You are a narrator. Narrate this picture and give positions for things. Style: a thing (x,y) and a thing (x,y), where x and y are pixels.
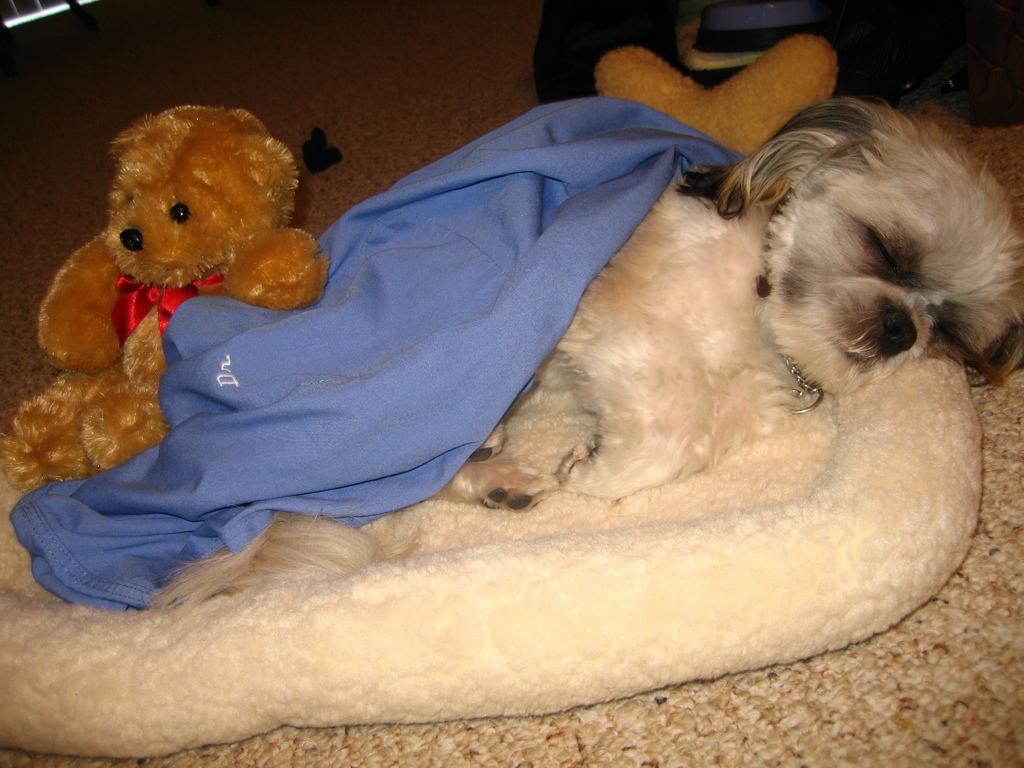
In this image in the center (584,418) there is one dog (652,408) which is sleeping, and on the left side (134,313) there is one toy (110,346). At the bottom (511,607) there is a furniture (747,545).
